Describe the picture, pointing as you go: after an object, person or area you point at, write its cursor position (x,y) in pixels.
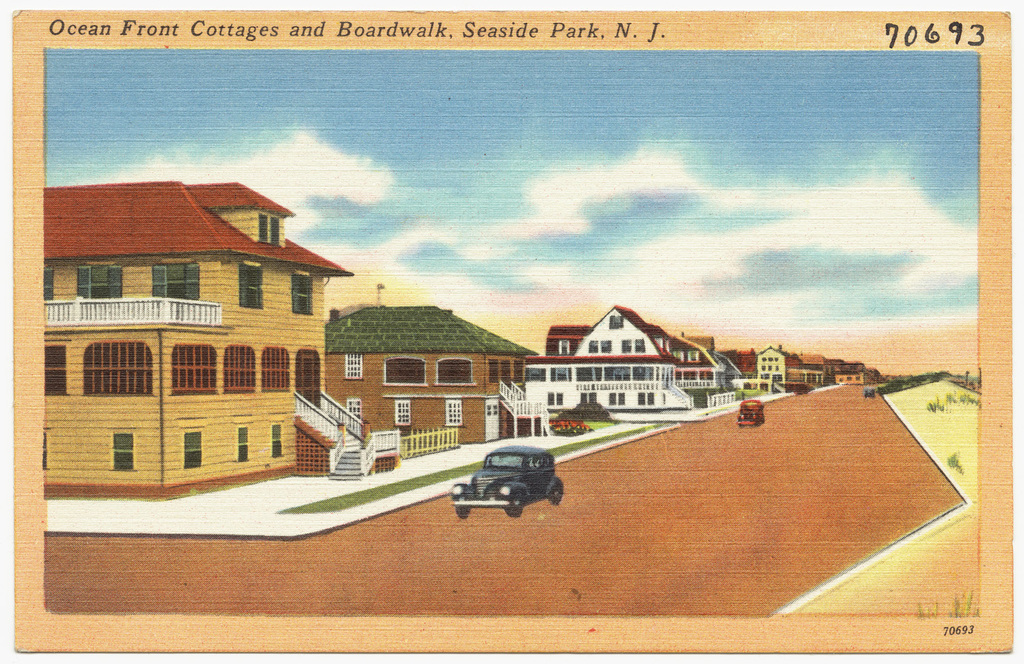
This is a picture of a painting (633,372). In the center of the picture (401,359) there are buildings (436,402), staircase (355,421), windows (414,372), grass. In the foreground of the picture (571,480) there are cars (532,477), on the road (665,469). On the right (970,376) to the background there are trees (887,379). Sky (583,110) is cloudy.
